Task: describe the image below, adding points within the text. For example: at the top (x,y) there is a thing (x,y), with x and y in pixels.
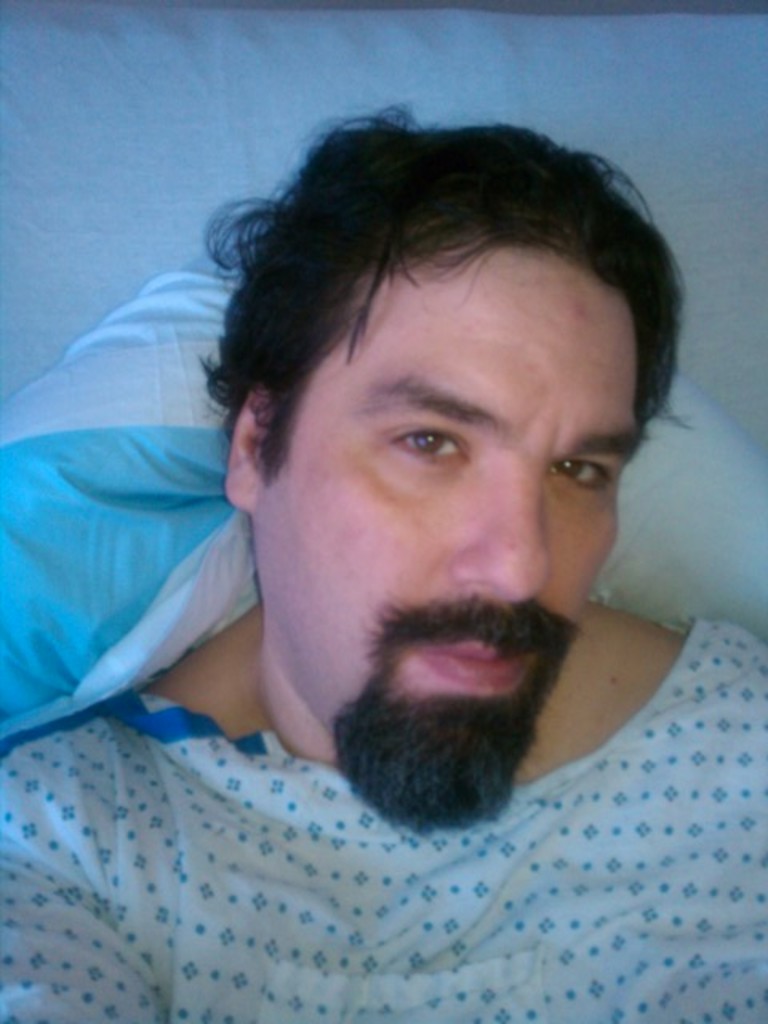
In this image I can see a person (571,884) and the person (553,884) is wearing white color dress (499,881) and I can see white color background (338,118).
